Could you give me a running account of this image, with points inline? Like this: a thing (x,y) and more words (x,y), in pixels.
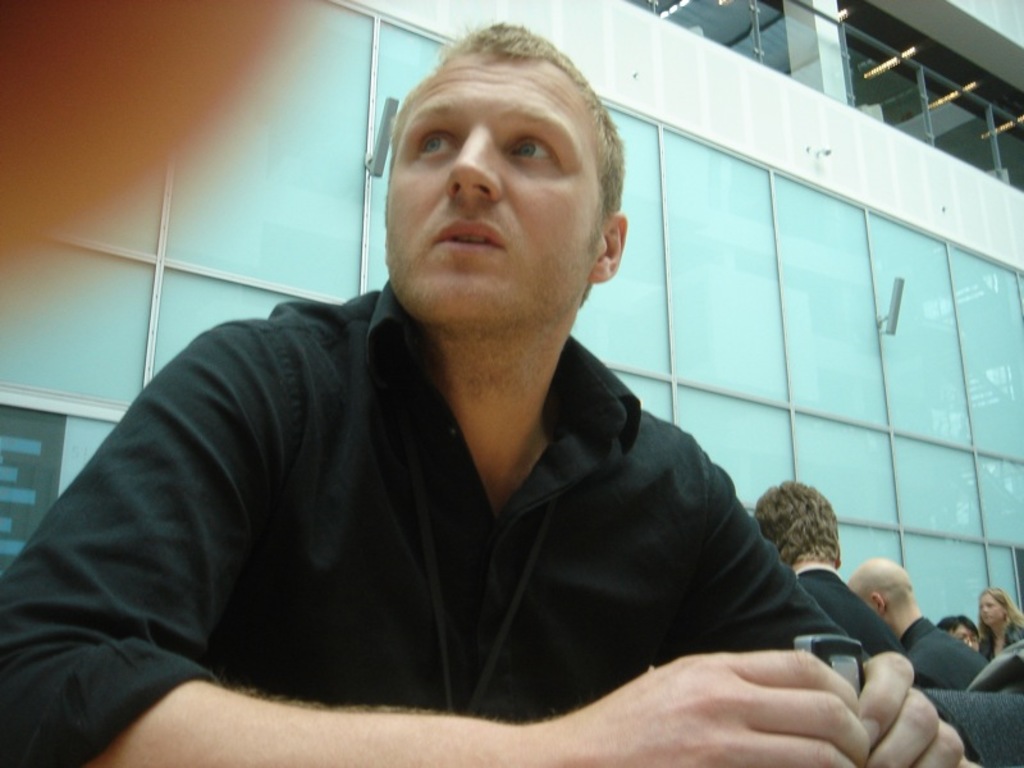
In the image I can see a person (511,421) in black shirt (608,576) and to the side there are some other people (979,656) and a building (253,207).
